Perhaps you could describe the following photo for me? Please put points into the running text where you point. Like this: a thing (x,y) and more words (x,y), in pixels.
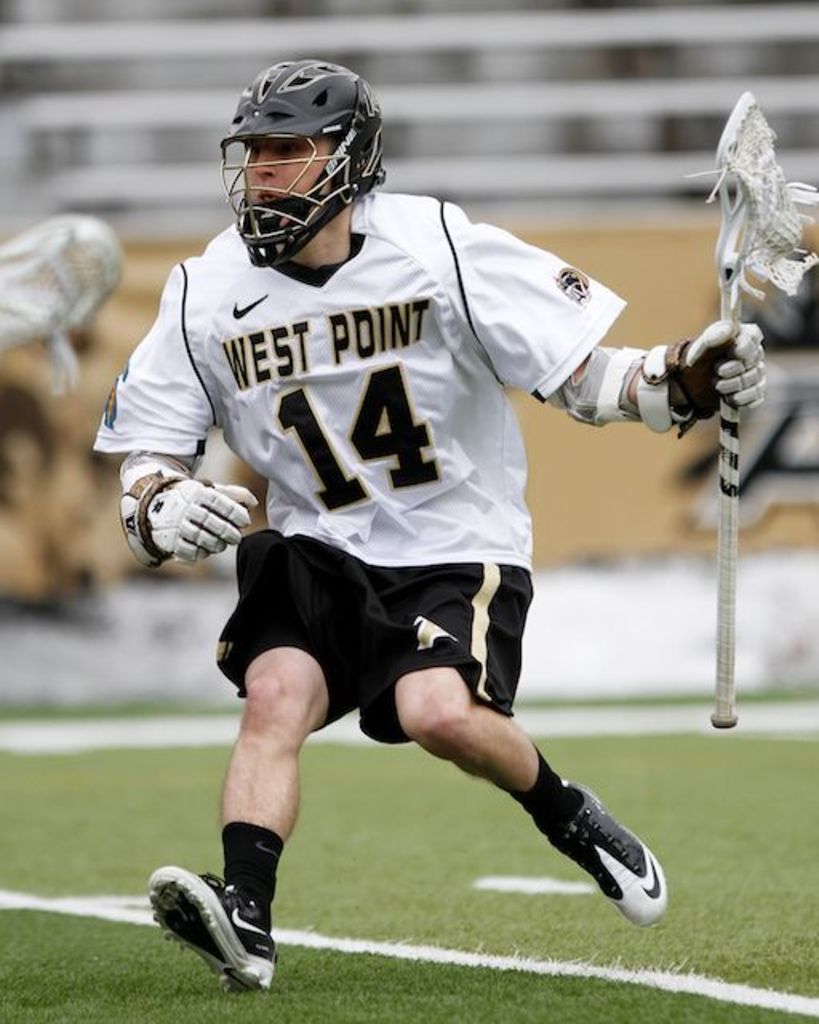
In the middle of the image (496,577) a person (536,319) is running and holding a stick (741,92) in his hand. Background of the image (728,90) is blur. At the bottom of the image (124,906) we can see grass (337,862).
